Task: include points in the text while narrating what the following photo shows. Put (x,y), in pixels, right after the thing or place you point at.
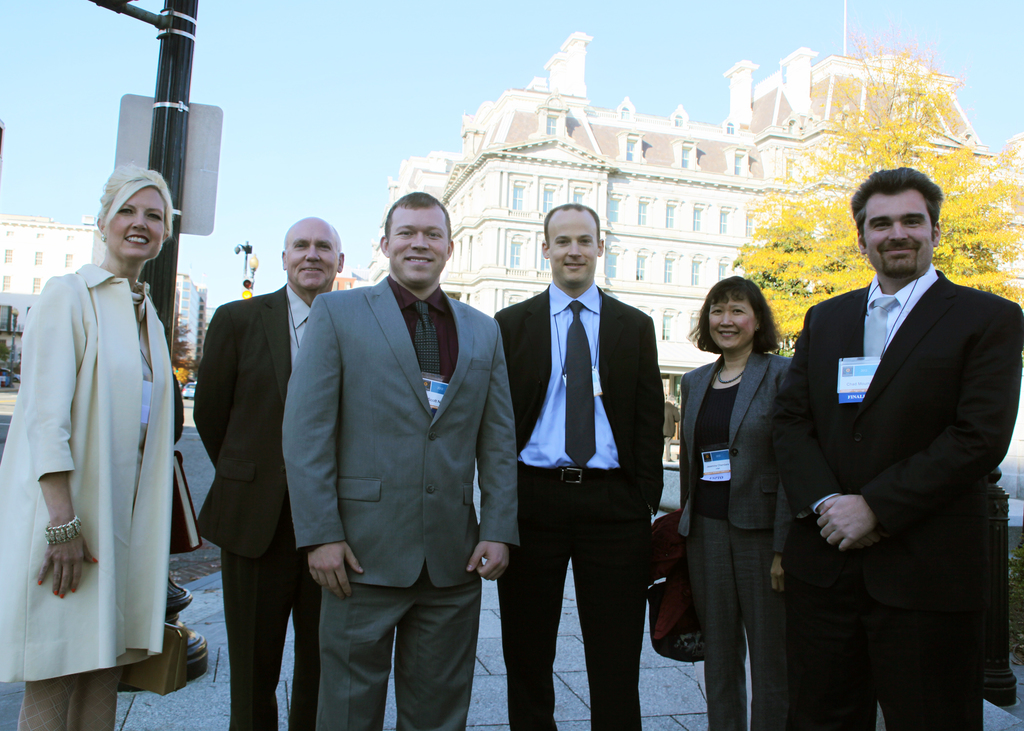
In this picture we can see six persons (614,458) are standing and smiling in the front (348,380), in the background (613,224) there are buildings (421,173), we can see a pole (173,158), a board (206,152) and a tree (847,191) in the middle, there is the sky (357,102) at the top of the picture (350,79).
